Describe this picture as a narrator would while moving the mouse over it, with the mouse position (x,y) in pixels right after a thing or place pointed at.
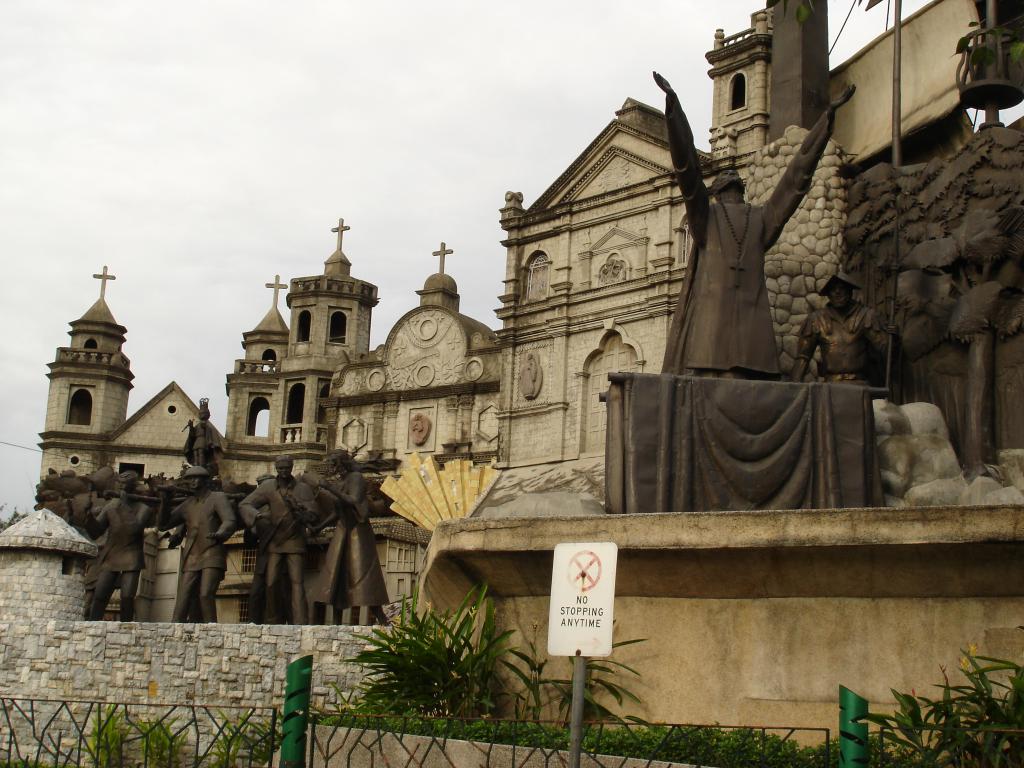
Here I can see some statues (167,521) of human on the wall (273,640). At the bottom of the image (757,735) I can see a fencing (396,739) and some plants (417,679) in green color. In the background (398,386) there is a building (510,319). On the top of the image (282,95) I can see the sky (296,164).
